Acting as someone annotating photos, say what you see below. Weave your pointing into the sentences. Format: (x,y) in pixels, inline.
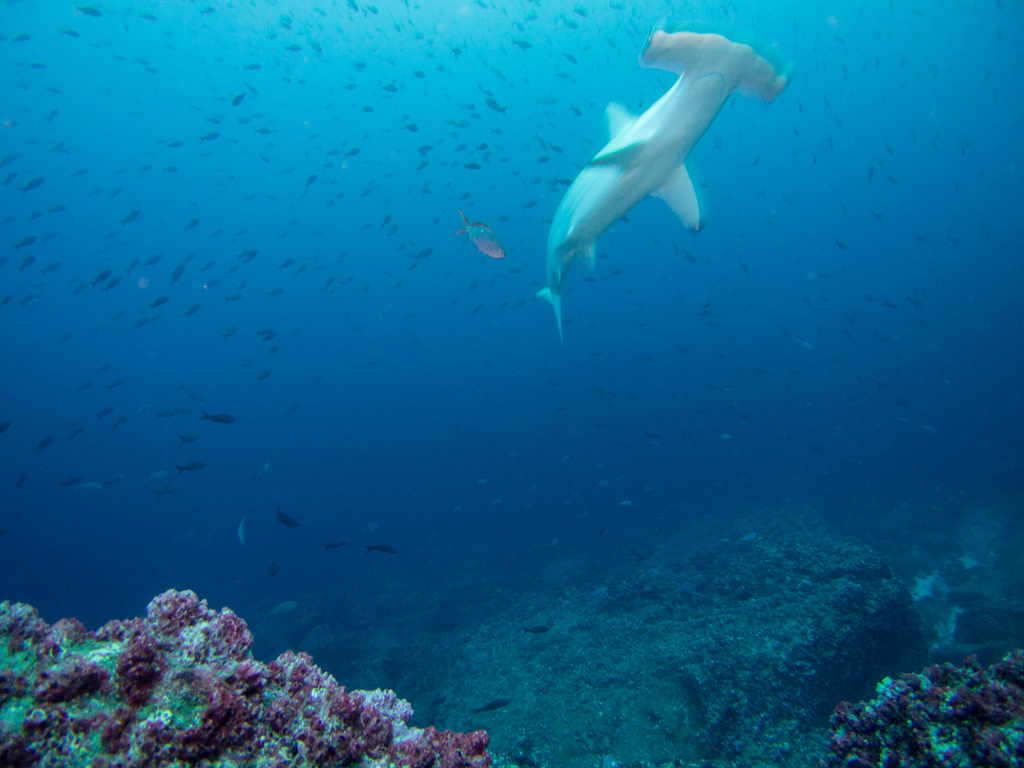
In this picture we can see inside view the sea water (533,375). In the front (685,87) there is a white color hammerhead shark (650,183) and many small fishes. In the front (300,670) bottom side there are some coral rocks (244,729).
